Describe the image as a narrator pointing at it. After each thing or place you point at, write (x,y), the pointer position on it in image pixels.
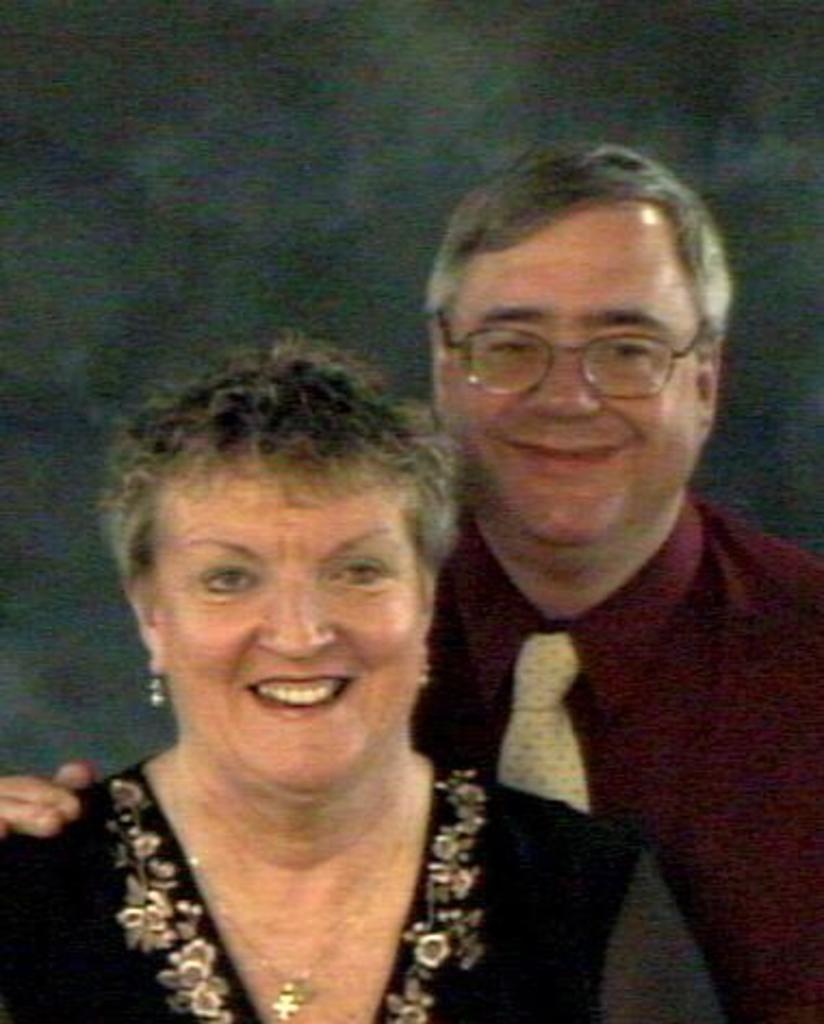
In this image there is a man (595,443) and a woman (328,776), in the background (238,163) there is a wall (421,87).
